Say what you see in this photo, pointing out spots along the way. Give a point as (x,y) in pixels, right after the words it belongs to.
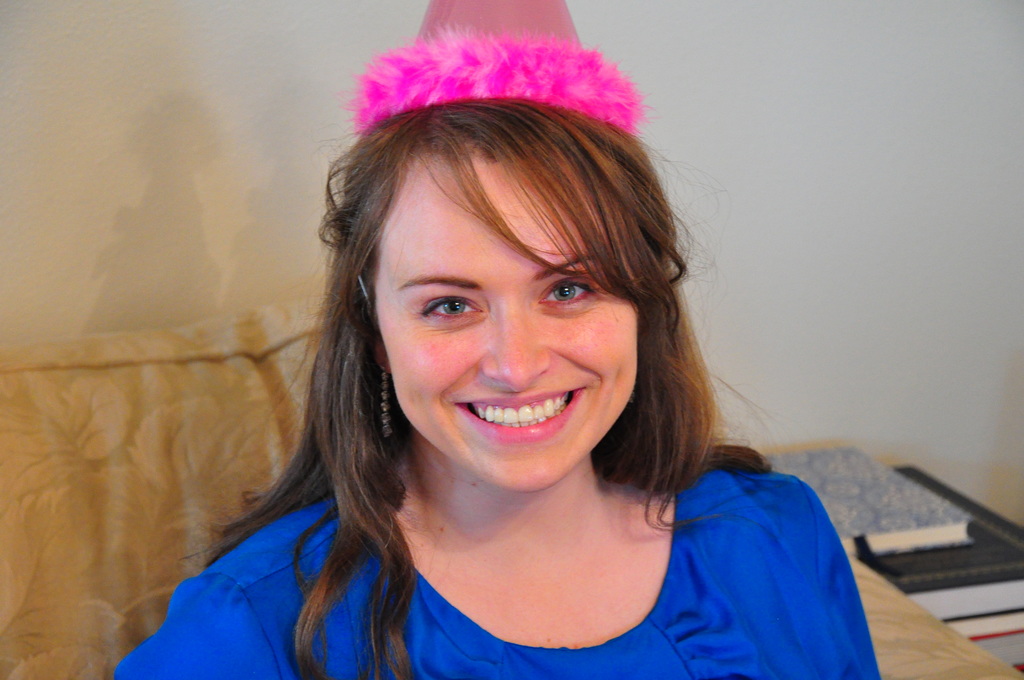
In this image I can see a person (573,628) she wearing a blue color dress (776,588) and she wearing a pink color cap (569,68) on her head (632,237) and she sit on the sofa (136,464) beside her I can see a sofa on the right side (872,626).
